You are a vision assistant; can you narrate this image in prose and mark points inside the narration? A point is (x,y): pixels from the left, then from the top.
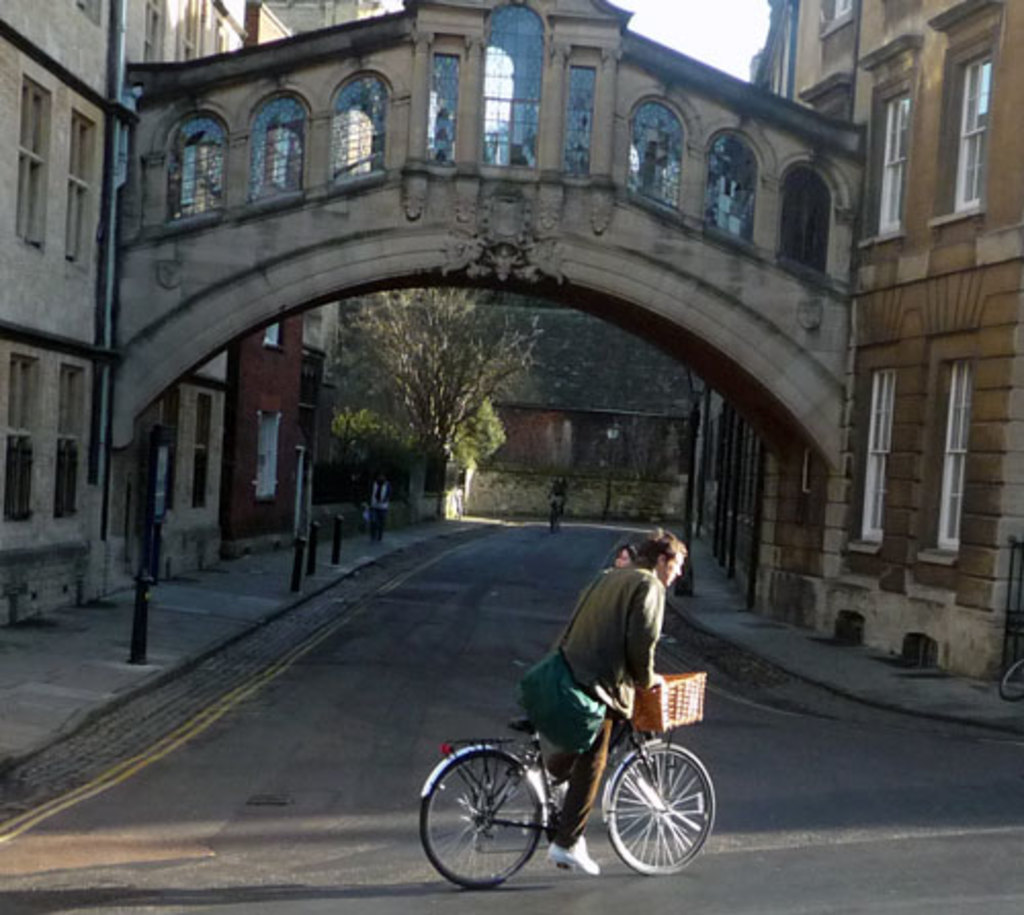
In the center of the image (584,604), we can see man (604,739) riding bicycle (625,762) and in the background (494,184), there are buildings (590,229), trees (471,383) and we can see an other girl (559,506) riding a bicycle (551,511) and there are some poles (314,556) and a man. At the bottom (289,849), there is road (292,839).
